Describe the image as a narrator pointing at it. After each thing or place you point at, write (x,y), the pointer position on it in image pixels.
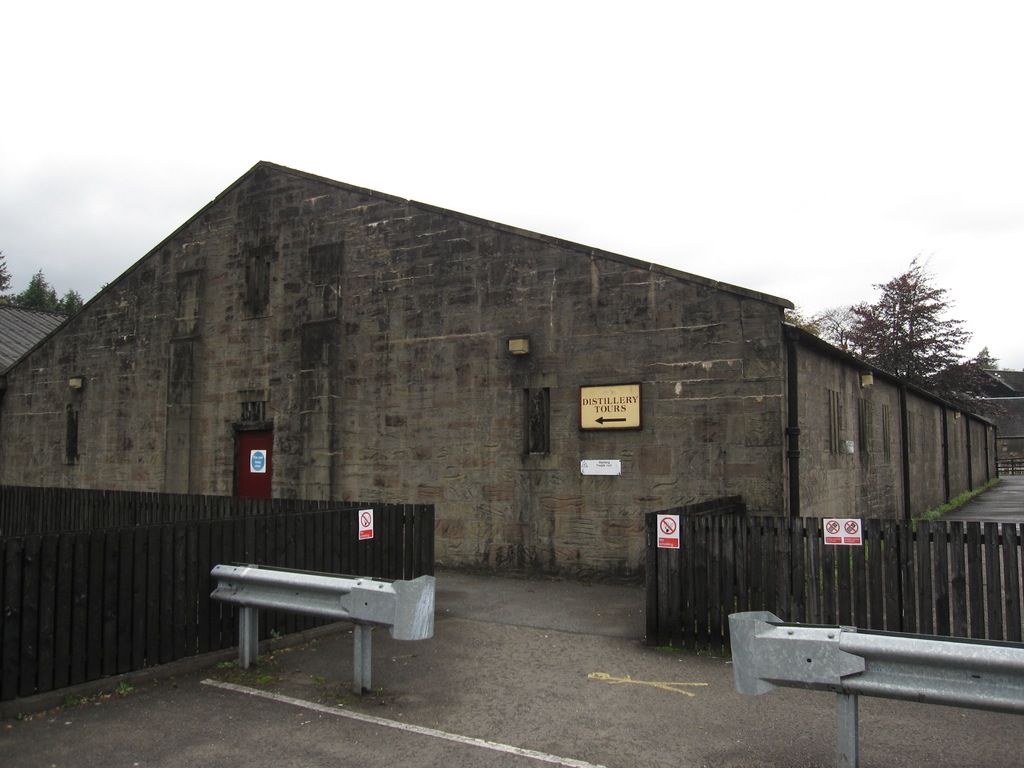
In this image there is a godown (370,373) in the middle (424,329). There is wooden fence (727,551) beside the godown (681,452). At the top (602,130) there is the sky (630,150). In the background (903,322) there are trees (892,331). At the bottom (320,600) there are iron railings (877,689).
